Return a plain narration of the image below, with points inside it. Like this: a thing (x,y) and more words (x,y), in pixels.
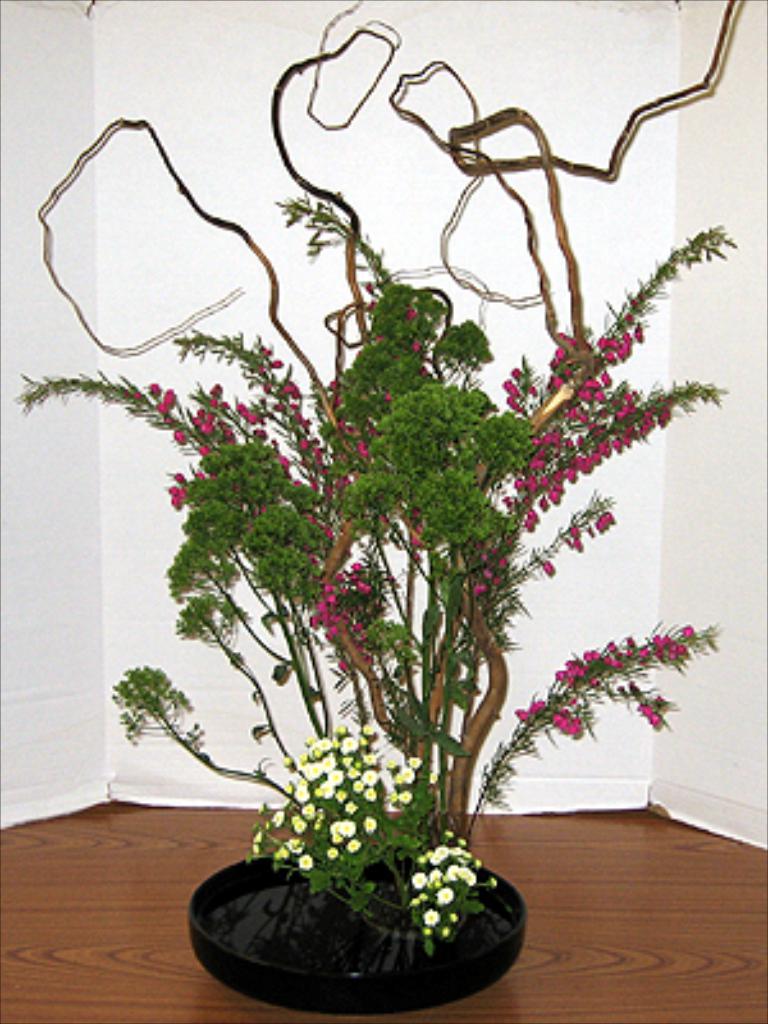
In this picture we can see a plant (392,621) and flowers (357,651), at the bottom (625,928) there is floor (631,934), in the background (401,204) it looks like plywood (348,194).
